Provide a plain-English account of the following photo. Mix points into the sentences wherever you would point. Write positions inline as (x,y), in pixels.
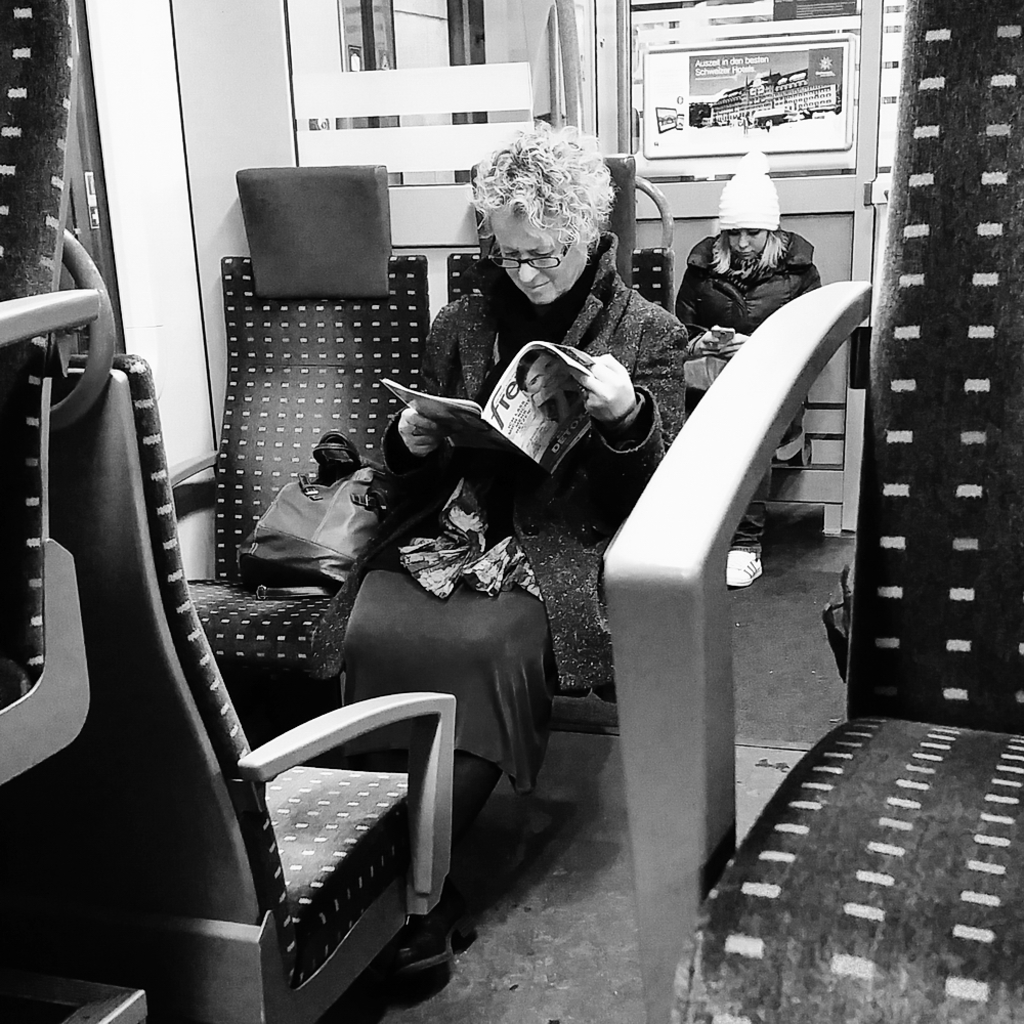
It is a black and white picture, the picture is taken inside the train (655,775), there are two people (681,305) a lady (655,390) and a girl (717,315), sitting one followed by the other the first woman (512,459) is reading a magazine (530,370) there is a bag (367,524) beside her, the girl (681,286) behind her is operating mobile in the background (848,171) there is a door (842,111).
